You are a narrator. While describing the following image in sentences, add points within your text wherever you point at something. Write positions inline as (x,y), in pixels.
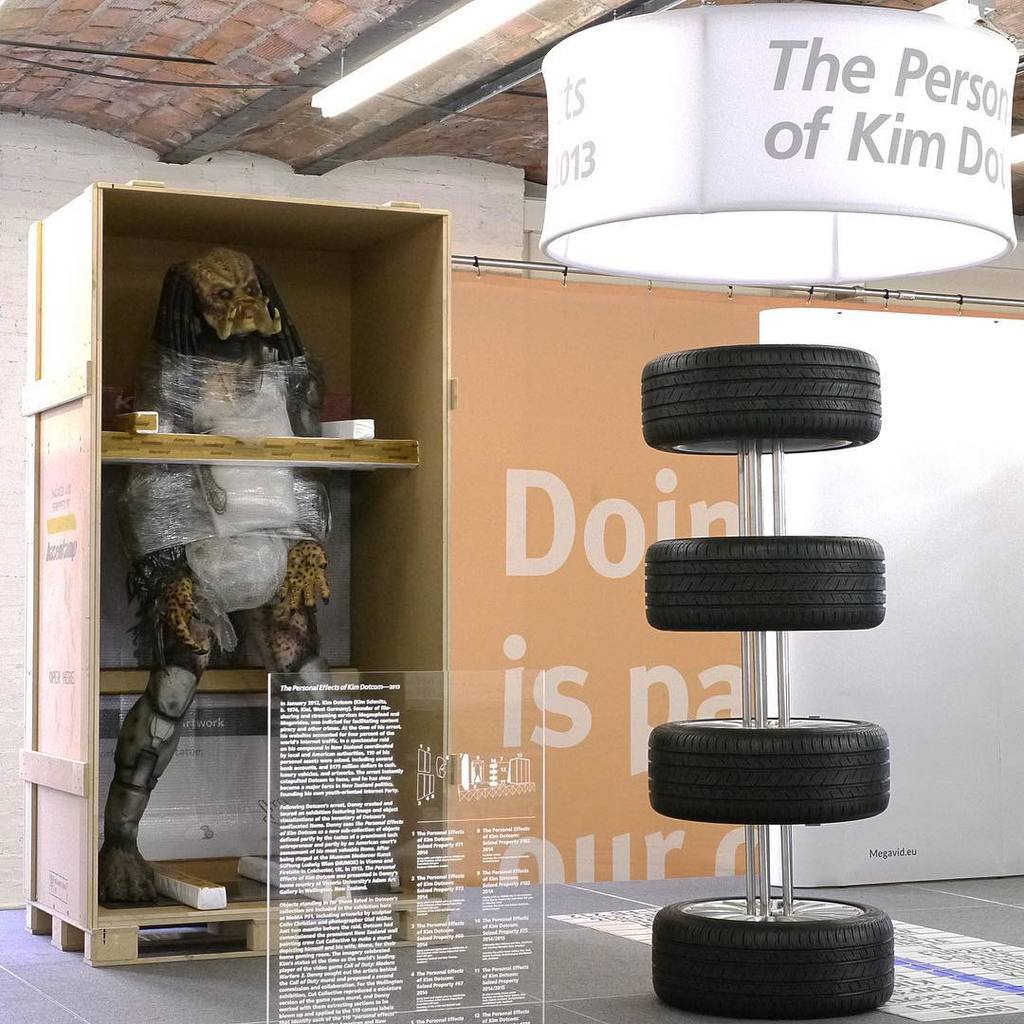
In this image we can see a model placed in the wooden object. There are few boards (882,178) in the image. There is some text (482,862) on the boards (516,868) in the image. There is a light (432,40) in the image. There are few tires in the image.
